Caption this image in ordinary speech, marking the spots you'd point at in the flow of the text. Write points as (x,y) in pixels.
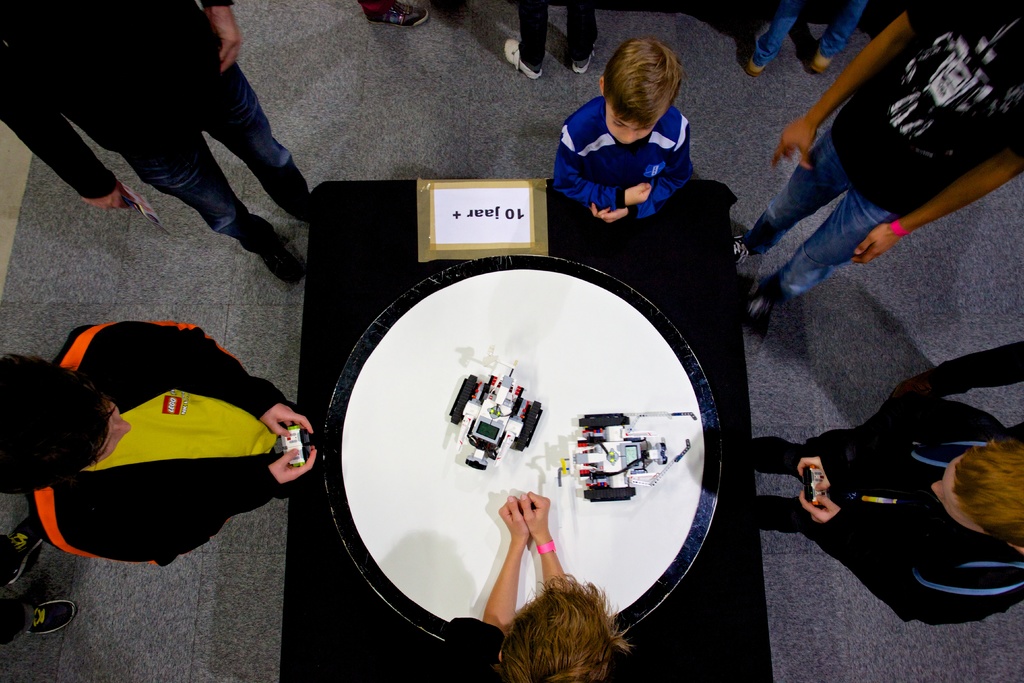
In this image there are remote control robots (600,463) on the board (538,375) which is on the table (318,436), there is a paper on the table (709,577), and in the background (818,167) there are group of people (577,660) standing on the carpet (969,675), in which there are two people (132,334) holding the remote control commanders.
